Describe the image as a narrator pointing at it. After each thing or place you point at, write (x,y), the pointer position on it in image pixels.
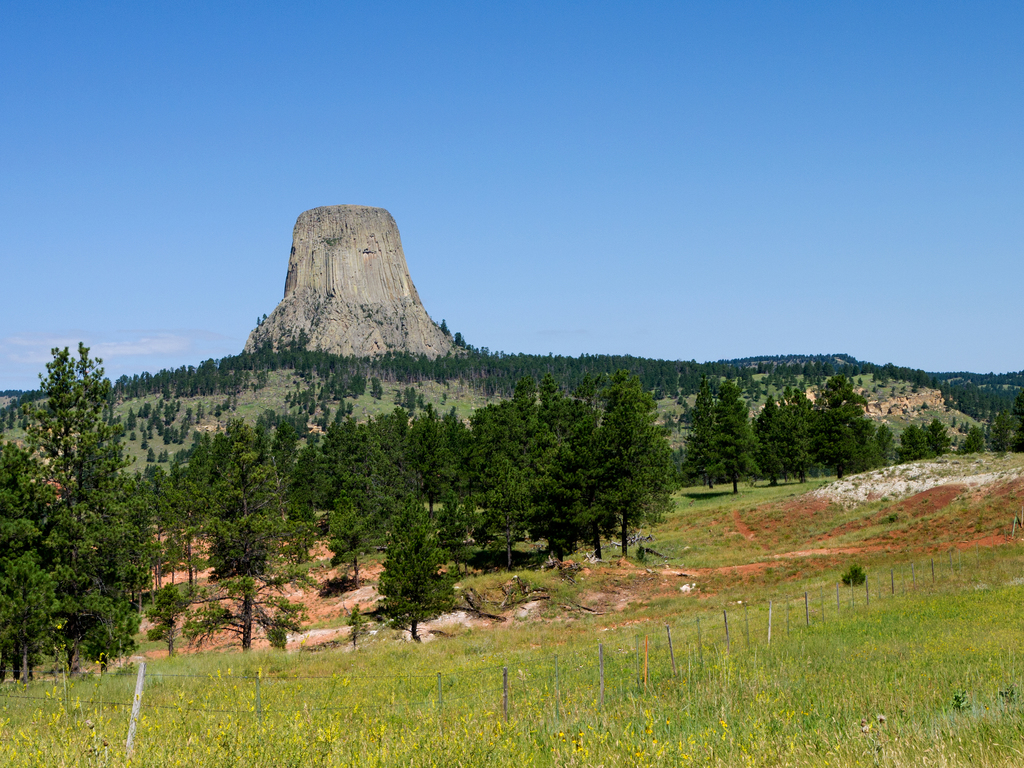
I can see trees (487,549) fence (769,635), grass (576,641) and mountain (328,298). In the background (585,160) I can see the sky (560,237).
